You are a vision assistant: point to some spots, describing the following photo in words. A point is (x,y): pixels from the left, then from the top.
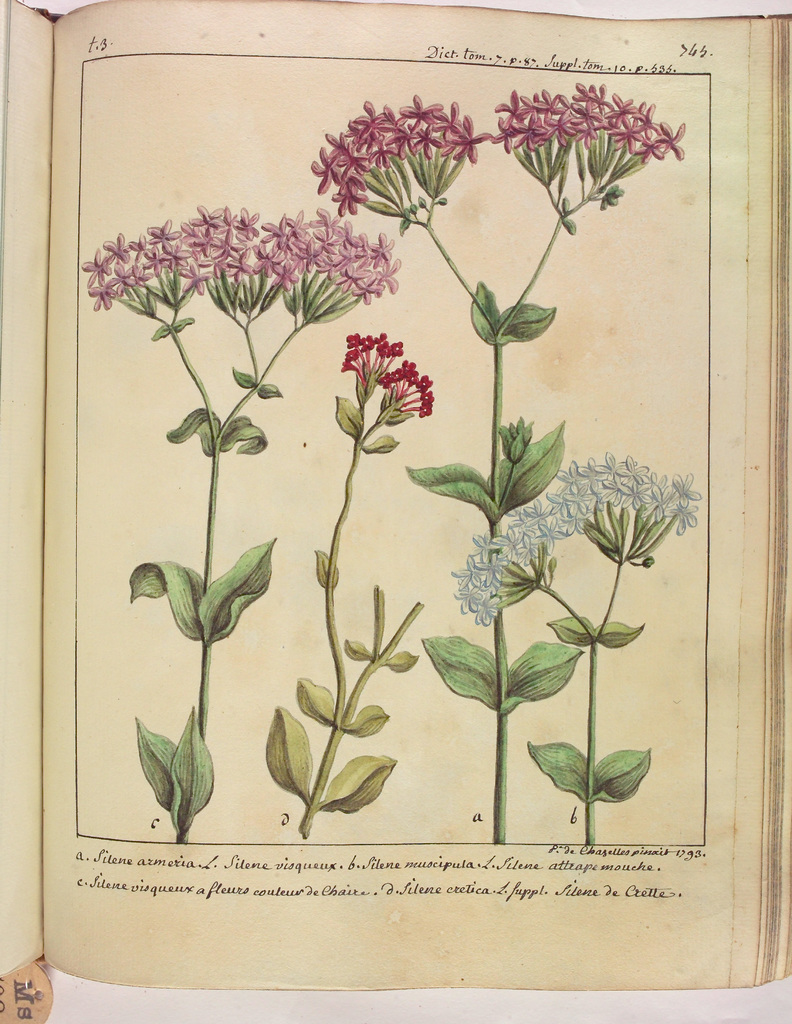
This picture might be a painting (431,525) in the book (407,608) which is opened. In this image, we can see a plant (535,684) with flowers (366,232).
